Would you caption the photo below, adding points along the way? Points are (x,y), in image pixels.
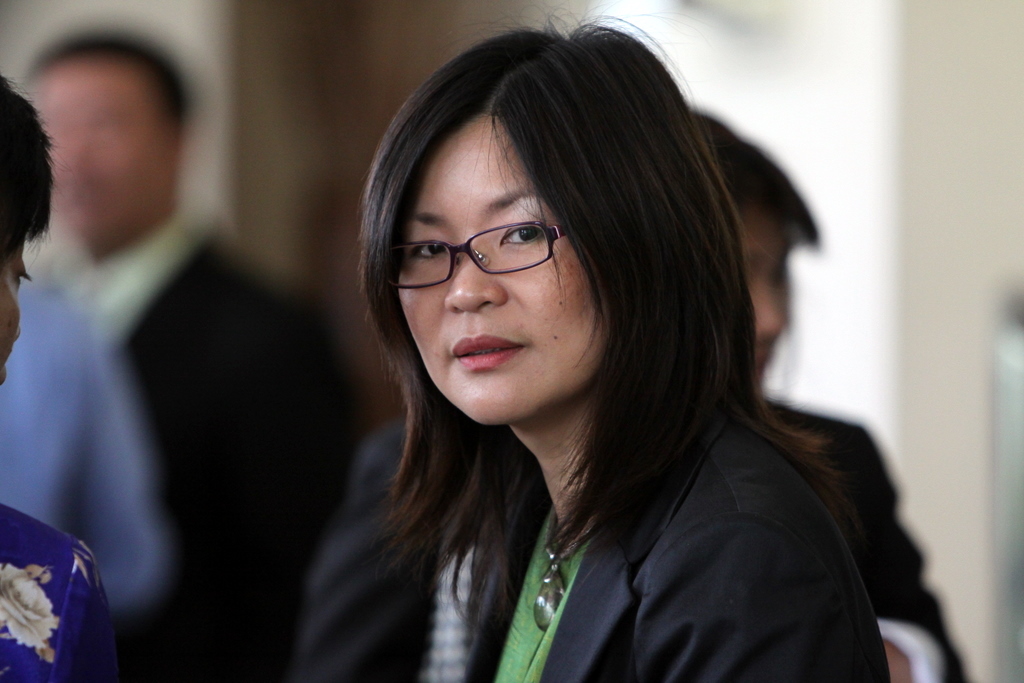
In this image we can see a group of people (490,604) standing. One woman (628,364) is wearing spectacles (542,263).
